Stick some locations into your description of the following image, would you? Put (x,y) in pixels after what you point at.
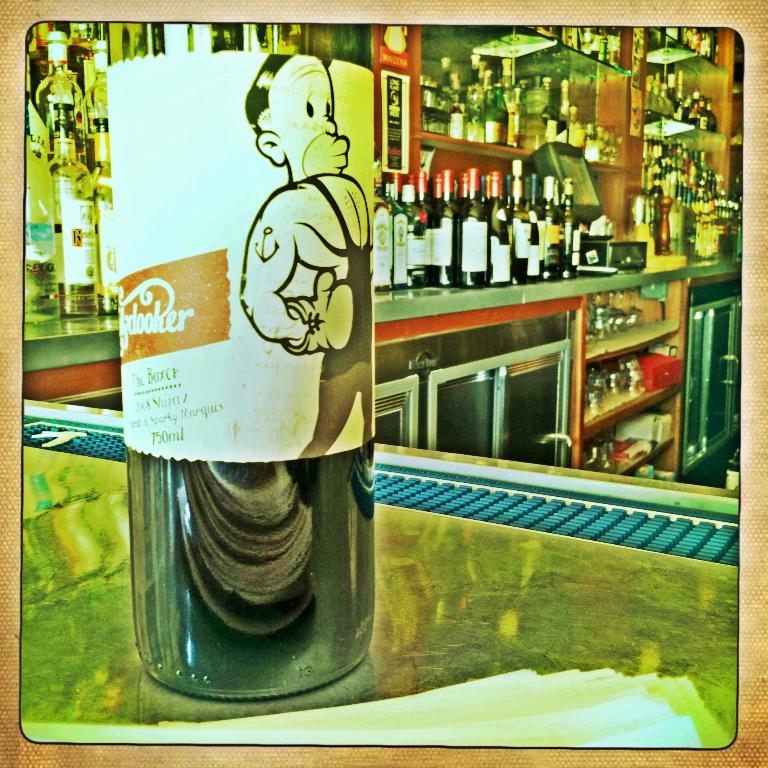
In this image there is an object (272,560) on the surface (533,589), there are group of bottles (468,225), there are objects (595,385) in the shelves (635,388).
